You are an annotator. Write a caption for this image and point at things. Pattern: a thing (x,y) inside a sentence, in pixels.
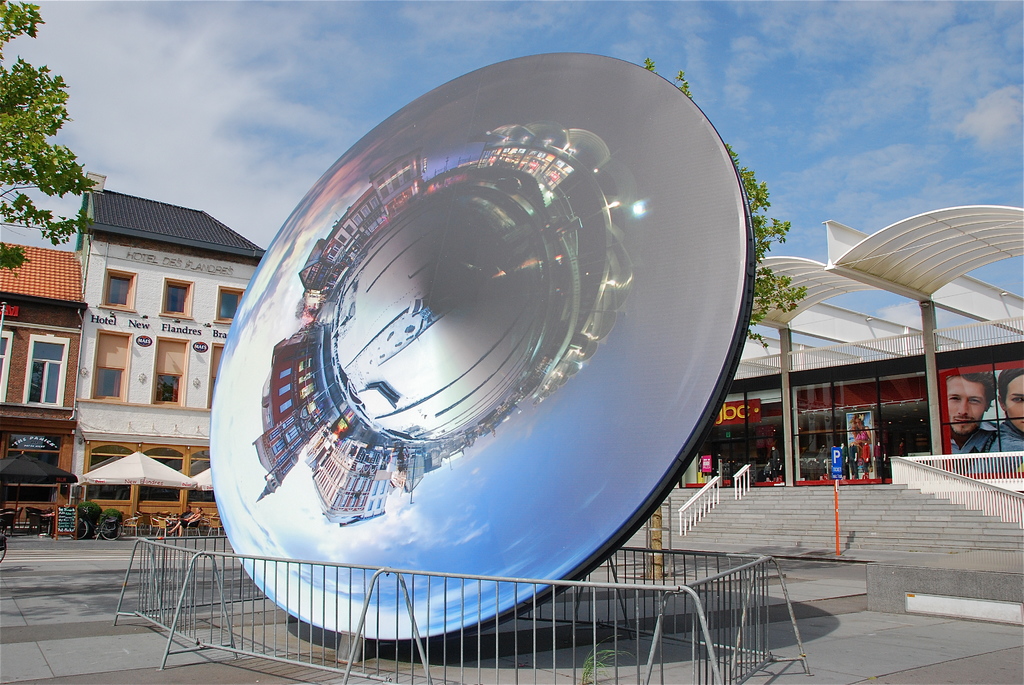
In the image we can see the mirror (626,326) which is circular in shape. Here we can see fence (751,557), stairs (919,519), buildings (156,407) and windows (112,305) of the building (85,449). Here we can see tent (133,480), trees (8,151) and the cloudy sky (854,84). Here we can see a person (182,519) wearing clothes (193,513) and the person (177,523) is sitting on the chair (207,523).
